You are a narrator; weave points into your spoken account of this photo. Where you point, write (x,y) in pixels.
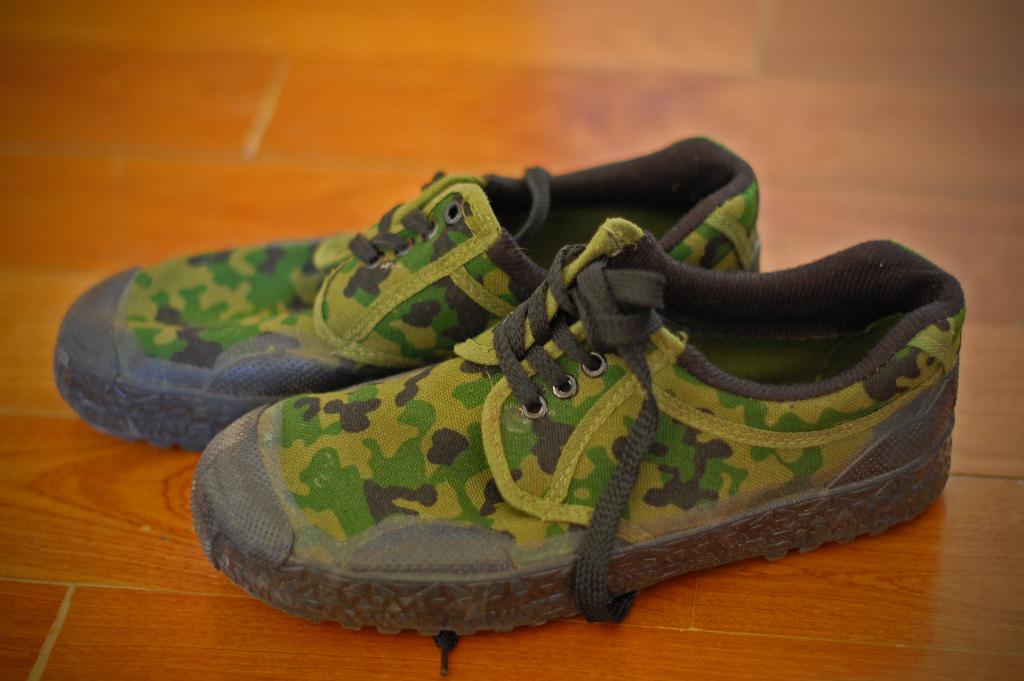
In this image we can see shoes (398,456) on the wooden surface (498,648).
